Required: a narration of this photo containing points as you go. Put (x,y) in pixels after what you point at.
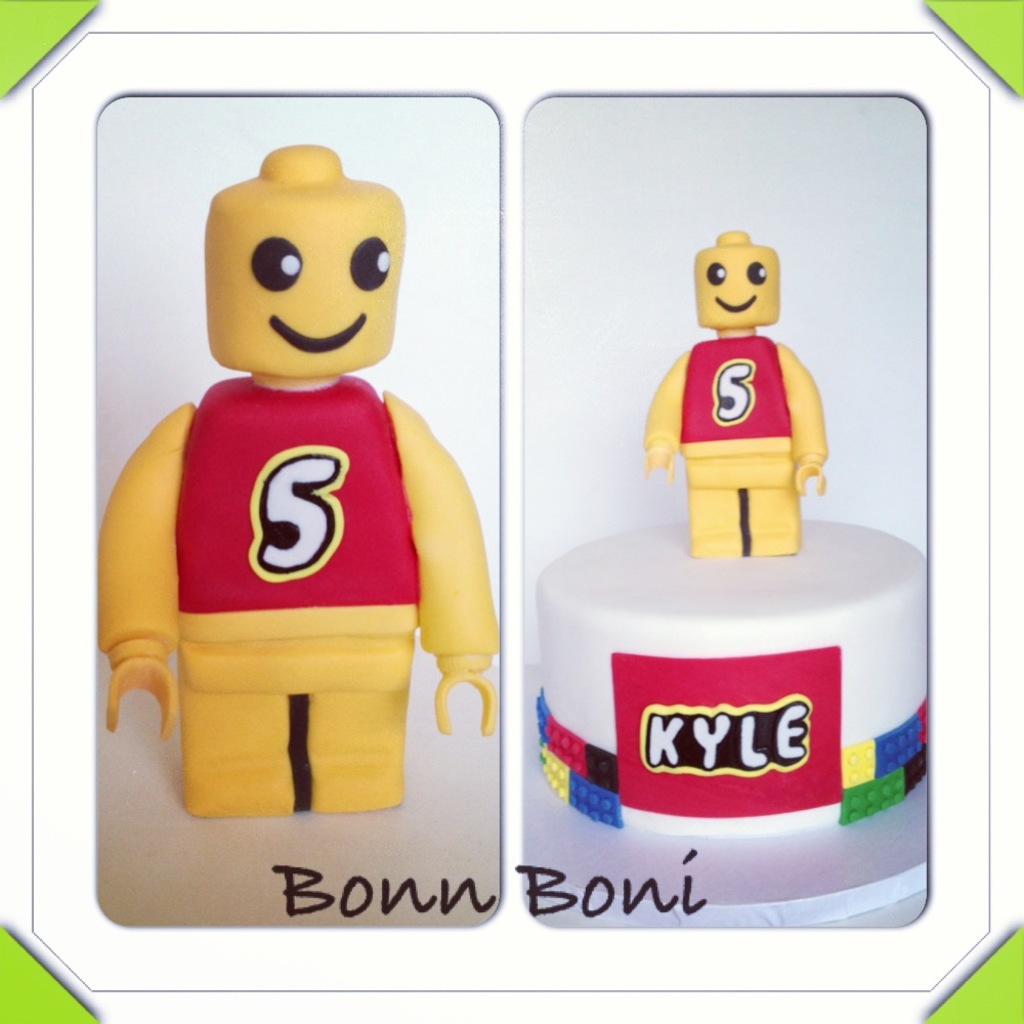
This picture is the collage of two images. On the left side (268,331), we see a toy (279,479) in yellow and red color. On the right side (801,465), we see a toy (728,379) in yellow and red color is on the white color stool like structure (756,643). In the background (645,187), it is white in color. This picture is the photo frame.
